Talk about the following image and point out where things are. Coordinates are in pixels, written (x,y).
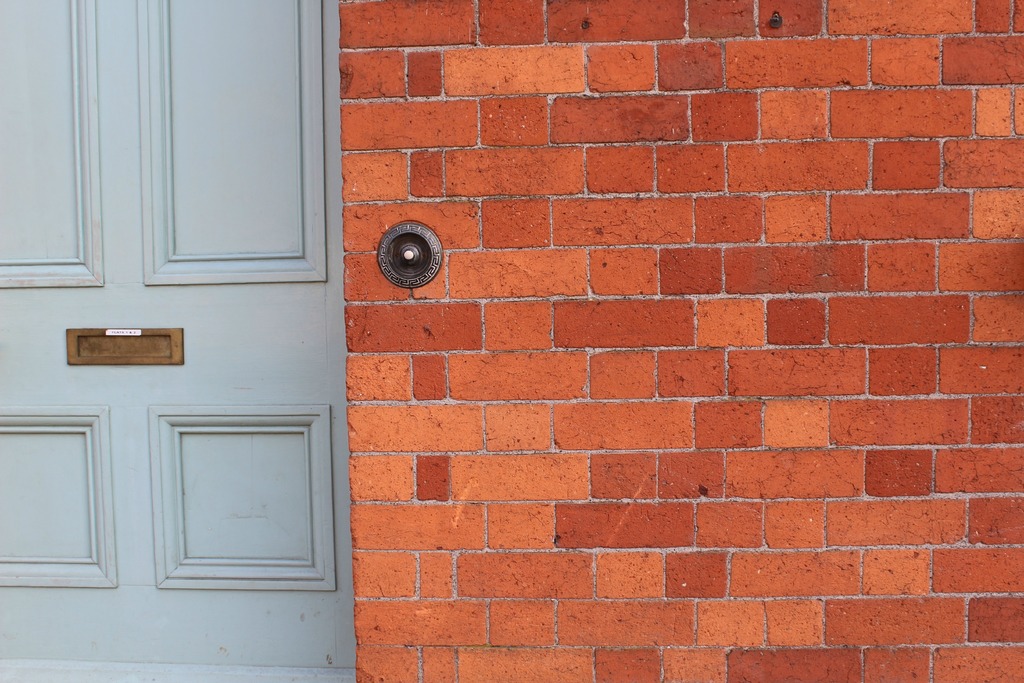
In this image we can see a wall (485,315) and a door (115,453). There is an object (407,262) attached to the wall (395,297).
